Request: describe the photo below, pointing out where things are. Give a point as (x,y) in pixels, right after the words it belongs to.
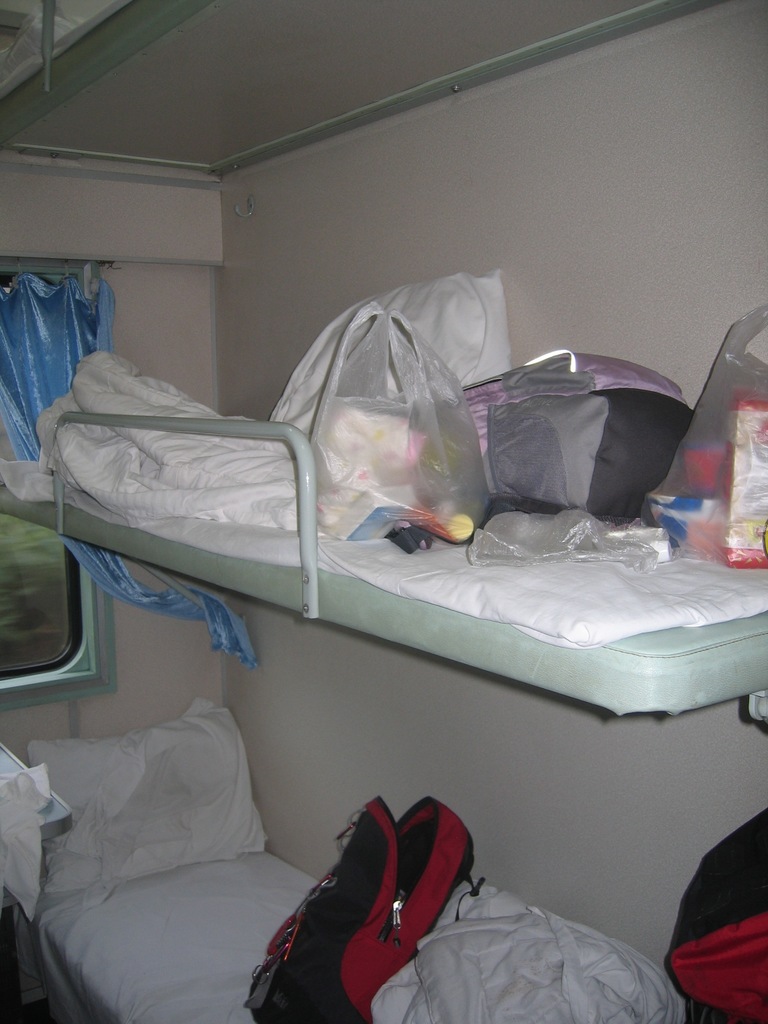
It seems like this image is clicked inside the train (50,689). We can see the seats (246,884), there are blankets (490,599), pillows (192,788) and there are objects (730,454) on the seats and we can see a curtain (67,318) and the window (88,599).
